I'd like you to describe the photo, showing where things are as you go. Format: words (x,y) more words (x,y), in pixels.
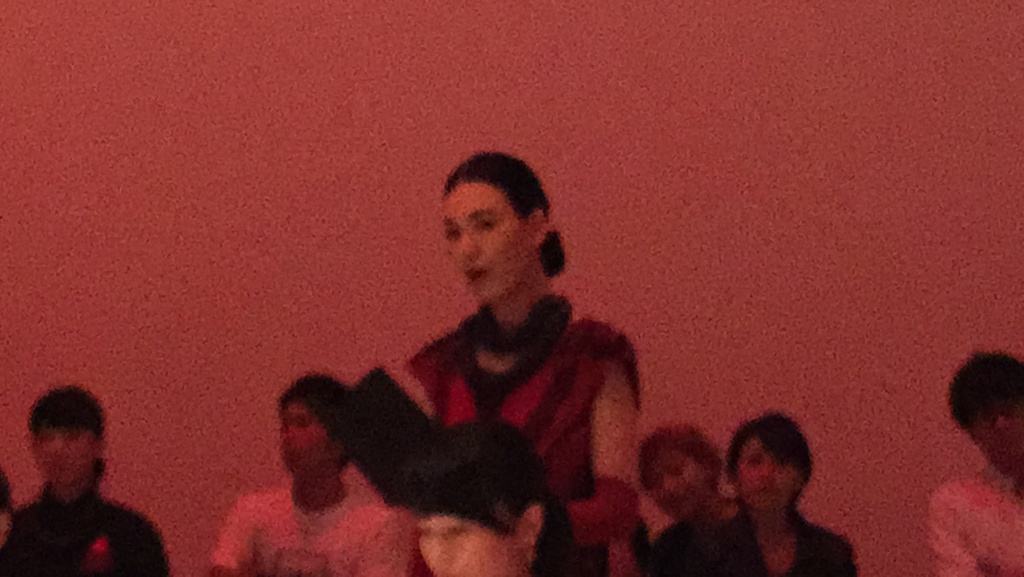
In this image, I can see a group of people (974,533) and a woman (612,526) standing. There is a red background (166,185). This image is slightly blurred.
